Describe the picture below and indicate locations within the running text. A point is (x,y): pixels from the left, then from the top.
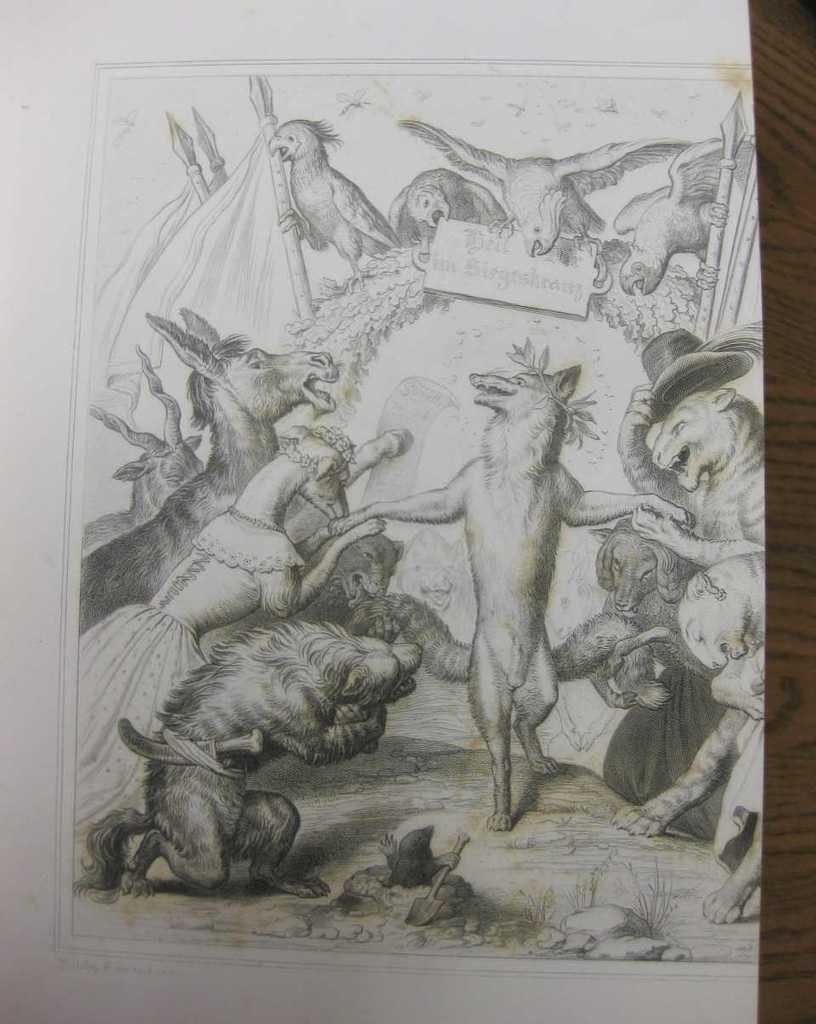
In this picture we have an engraving (457,549). In this drawing we have many animals (603,692) in the open.
